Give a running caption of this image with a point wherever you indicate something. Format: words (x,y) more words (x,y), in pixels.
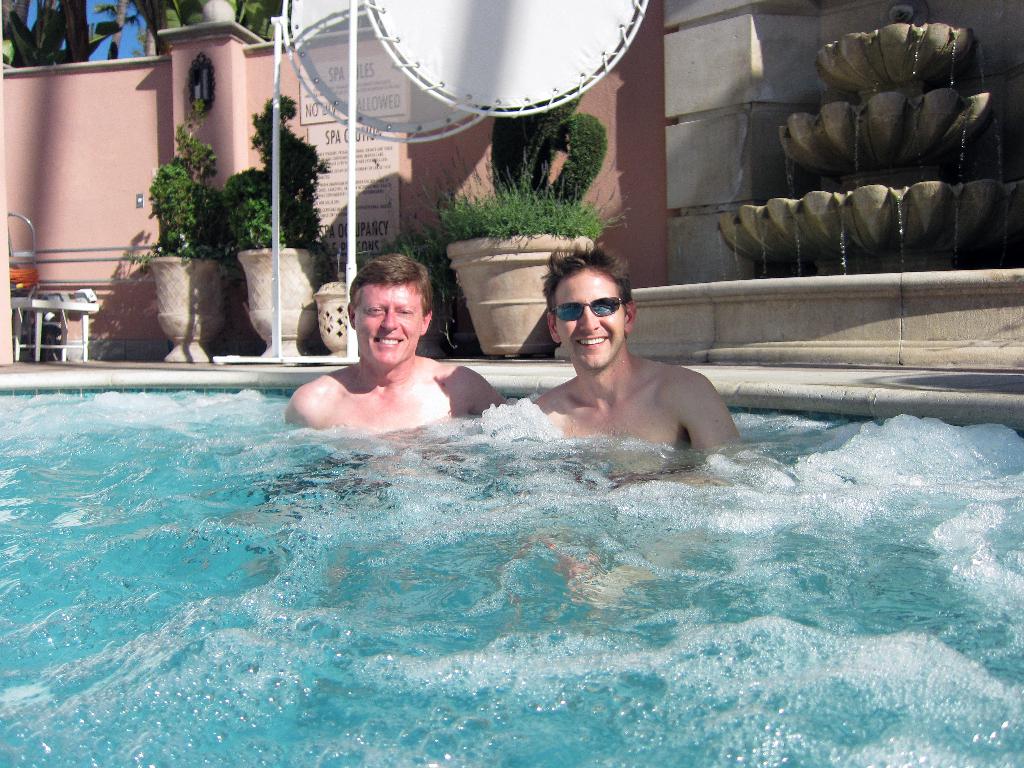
In this picture there are two men (685,391) smiling and we can see water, boards (373,108), poles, plants (283,212) with pots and wall (133,143). In the background of the image (120,24) we can see the sky (126,50) and leaves (249,20).
